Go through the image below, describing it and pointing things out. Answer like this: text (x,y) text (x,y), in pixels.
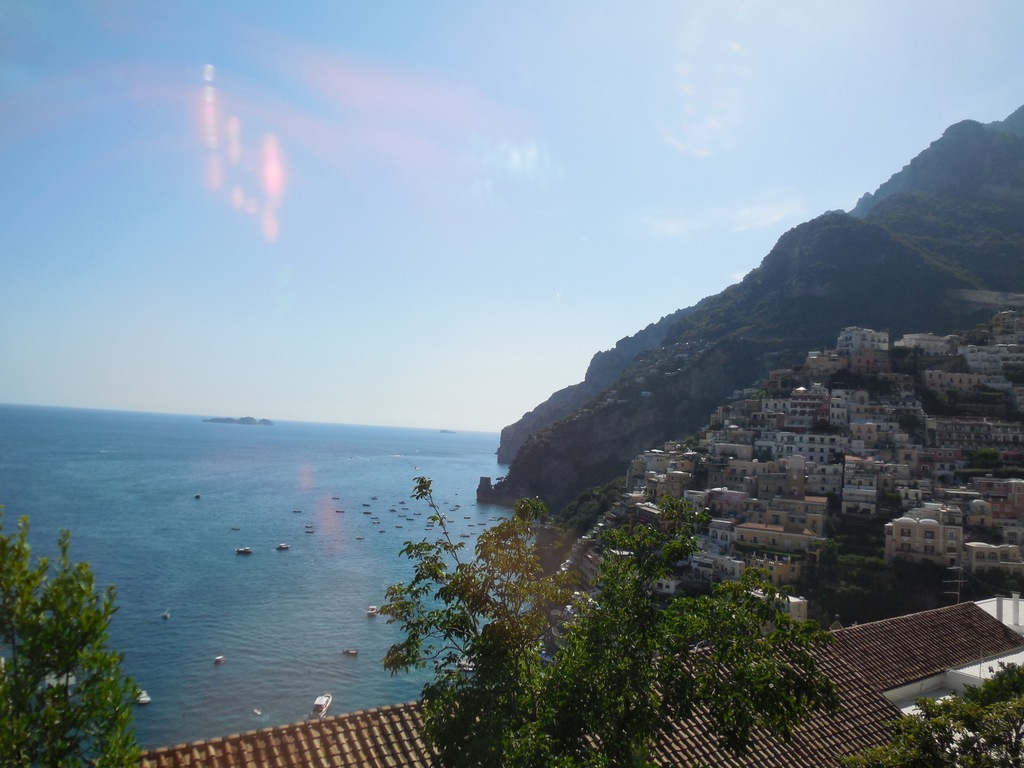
In this image we can see group of boats (321,707) in the water (310,597). In the foreground (504,739) we can see a group of trees (608,714), roof (270,766) of a building (255,767). On the right side of the image (729,536) we can see a group of buildings (850,450) with windows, hills (803,281). In the background (505,162), we can see the sky (358,189).
